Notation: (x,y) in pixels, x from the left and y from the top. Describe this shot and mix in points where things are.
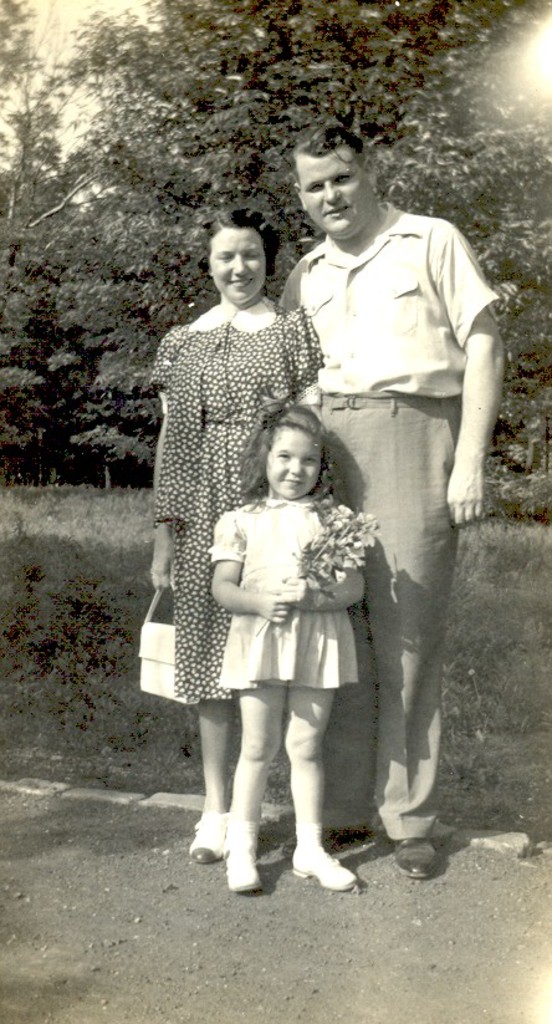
In the middle (259,363) we can see man (413,436), woman (271,370) and a kid (273,595). At the bottom (229,969) there is soil (363,951). In the background (71,344) we can see plants (43,609) and trees (254,139).
